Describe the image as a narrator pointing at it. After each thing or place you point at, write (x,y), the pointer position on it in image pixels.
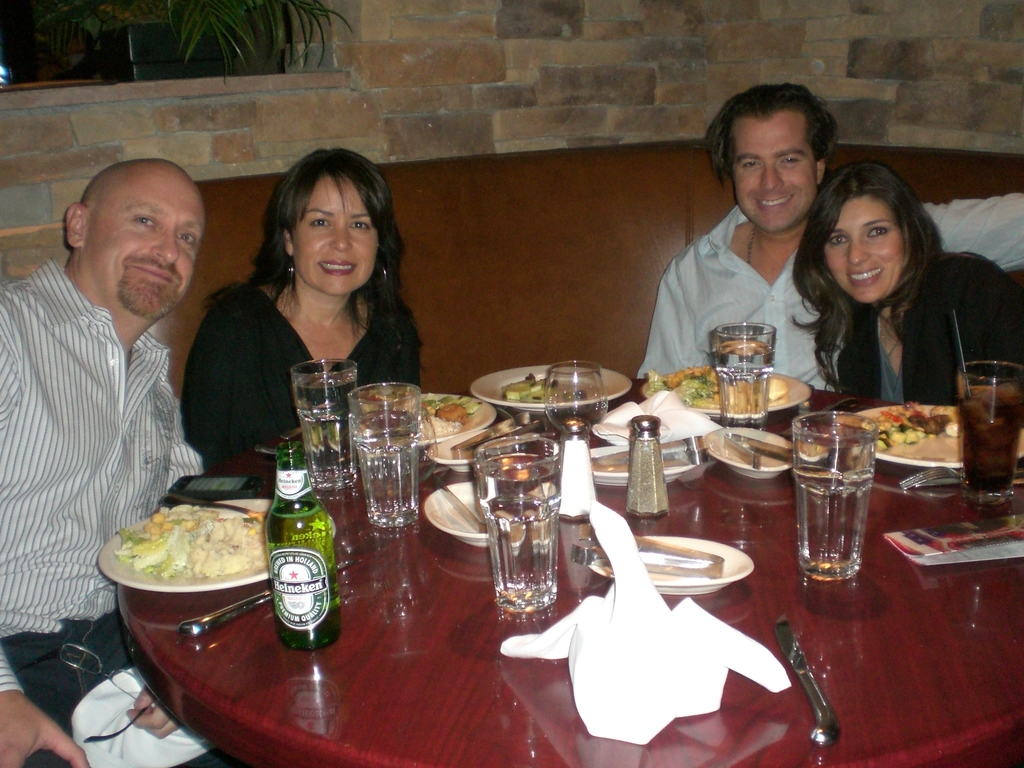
In this picture there are two gents (142,395) and two ladies (947,309) are sitting on a sofa (565,283). In front of them there is a table (866,649). On the table (794,534) there are glasses (532,564), tissues (635,607), bottle (302,598), plate (242,579), a food item (210,562) in a plate (224,518), a mobile phone (233,483), a small jar bowl (638,483), a paper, fork (920,475). Behind there are brick wall (543,79) and leaves (201,23) on the top (210,35).
